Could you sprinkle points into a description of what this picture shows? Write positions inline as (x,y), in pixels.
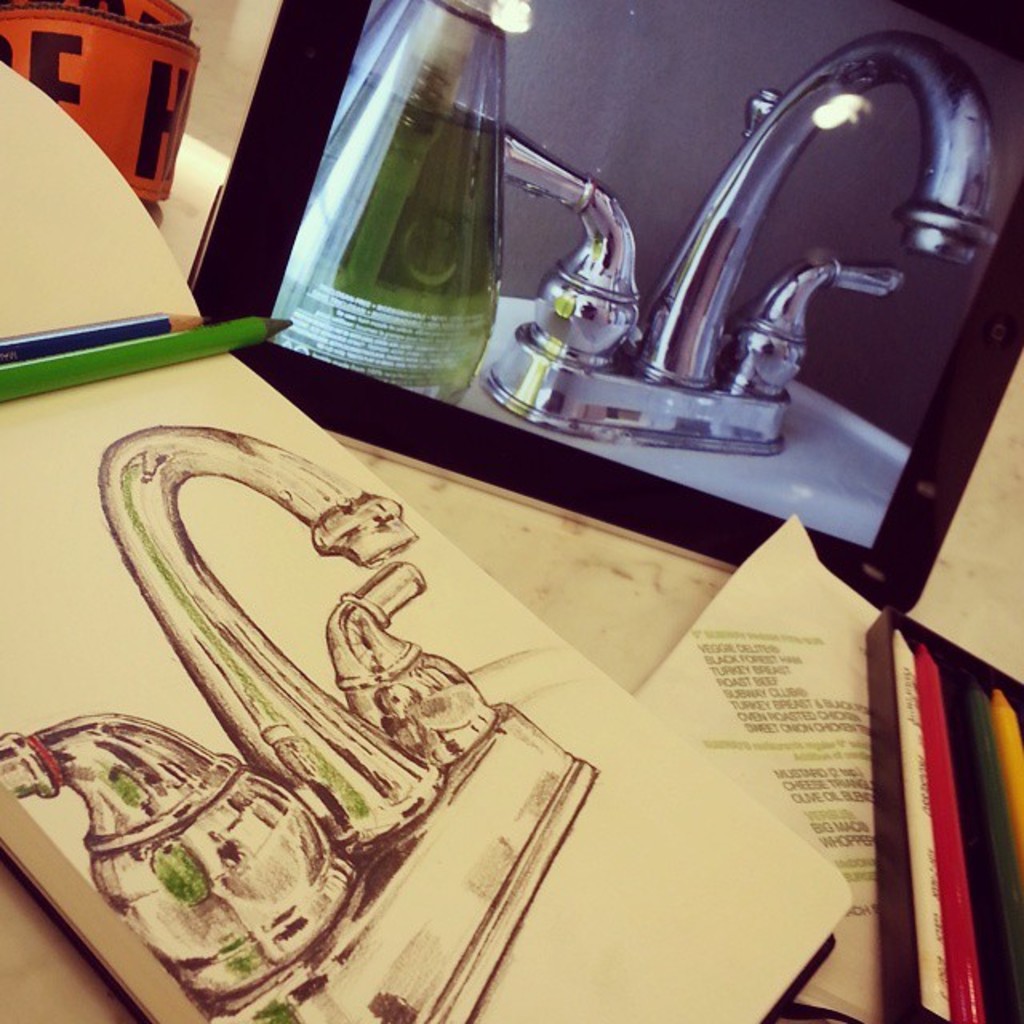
In this image I can see a book (183,467), pencils (38,386), paper (726,693), a box (894,695) and some other objects (168,169) are placed on a white surface (606,576). Along with these things (320,693) there is a device (794,464) and on the screen (513,191) I can see a bottle (440,203) and a tap (735,194).
